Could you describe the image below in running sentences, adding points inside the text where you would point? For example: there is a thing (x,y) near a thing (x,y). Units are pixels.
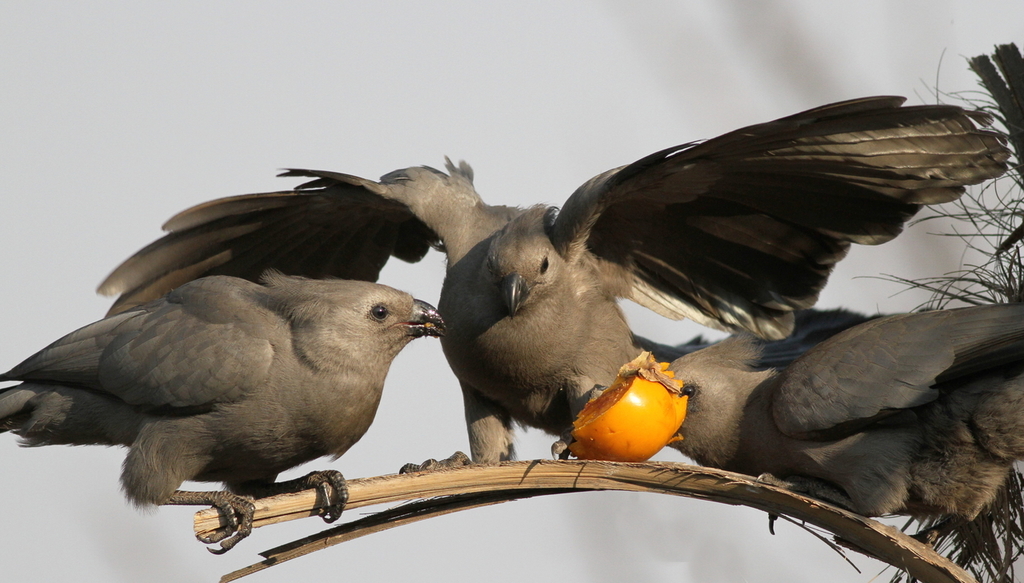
In the center of the image (353,202) there are birds (545,409) on the tree branch (634,483). There is a fruit (621,389).
